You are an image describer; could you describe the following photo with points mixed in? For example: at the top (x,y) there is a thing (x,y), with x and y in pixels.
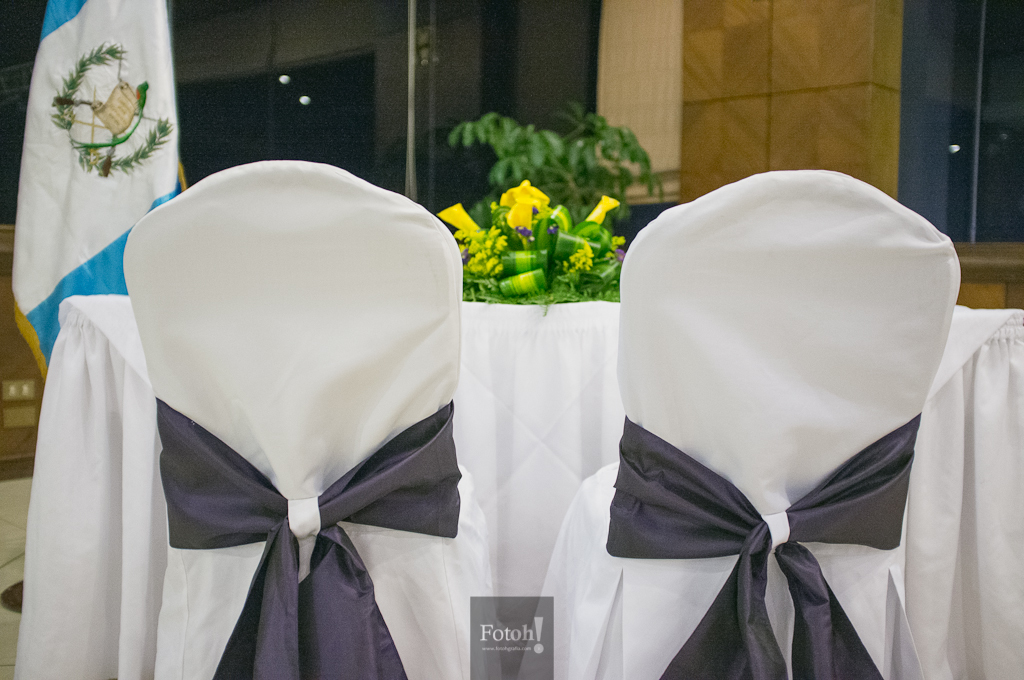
In this image we can see the two chairs (671,371) and also a table (542,411). Image also consists of a flag (116,150), bouquet (550,220) and a plant (546,138) and also glass windows (527,57). The chairs (727,381) and the tables (543,531) are covered with the white cloth (491,449). At the bottom (537,637) there is text (525,637).
